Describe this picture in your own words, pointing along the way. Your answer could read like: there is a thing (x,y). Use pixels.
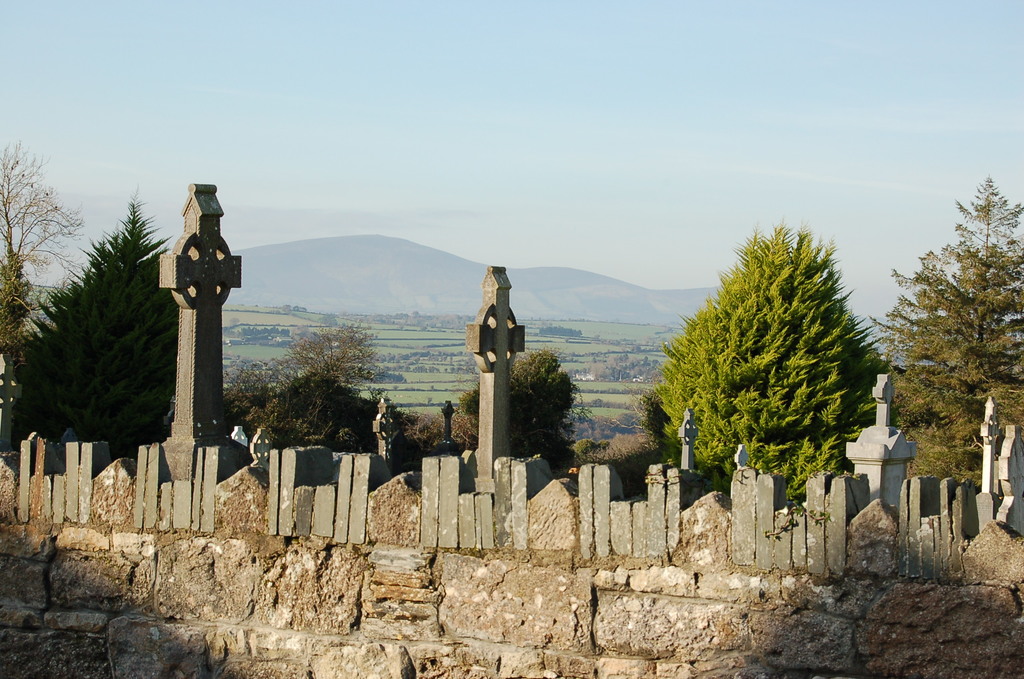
In this image I can see the wall (454,510) and some pillars (484,361). In the background (442,378) there are many trees (707,371), ground (451,352), mountains (418,286) and the sky (347,71).
